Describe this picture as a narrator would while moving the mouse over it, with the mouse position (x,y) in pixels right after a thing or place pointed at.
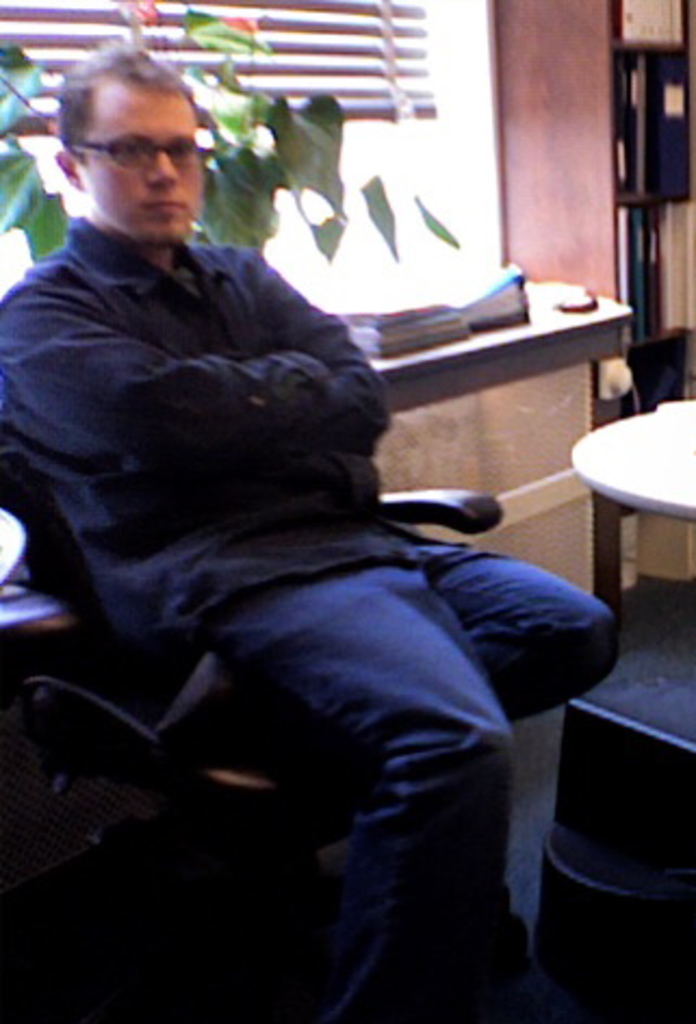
In this image I can see the person (210,601) sitting on the chair (84,570). To the right (657,455) I can see the table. In the back (219,135) there is a plant (10,117) and some books (422,343) on the table (486,337). I can also see the windows (247,66) in the back (247,66).
